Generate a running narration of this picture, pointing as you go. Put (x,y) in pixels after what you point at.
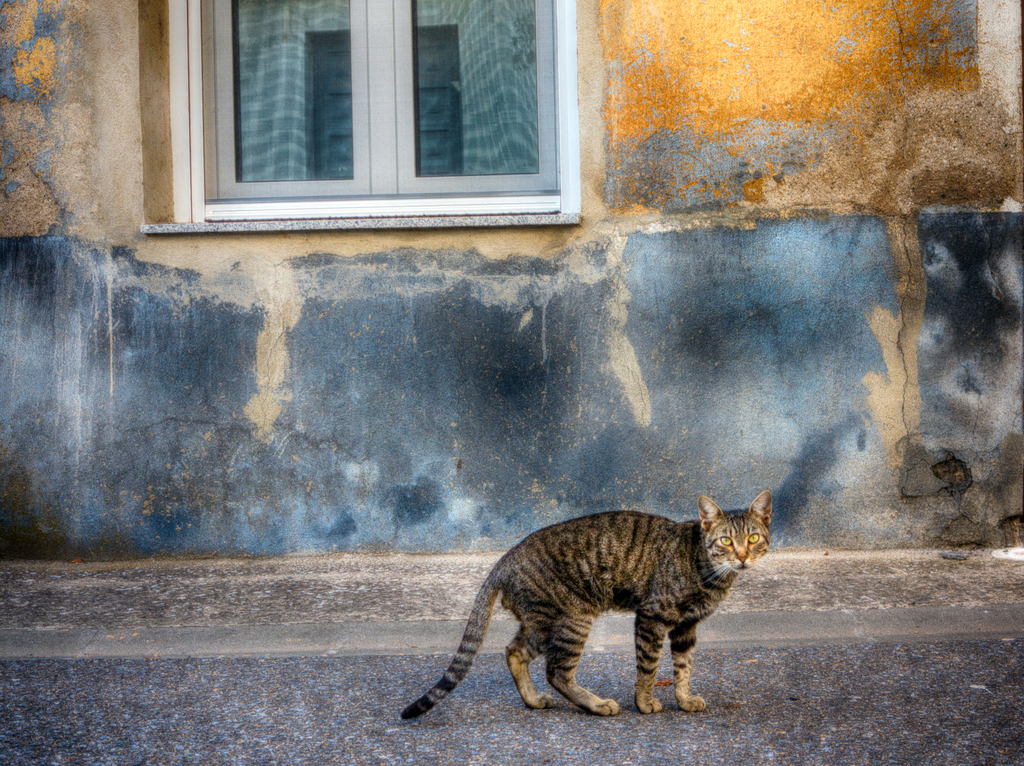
In this image I can see the cat (587,637) which is in black and ash color. It is on the road (351,657). To the side I can see the wall (384,355) and the window (314,181).
